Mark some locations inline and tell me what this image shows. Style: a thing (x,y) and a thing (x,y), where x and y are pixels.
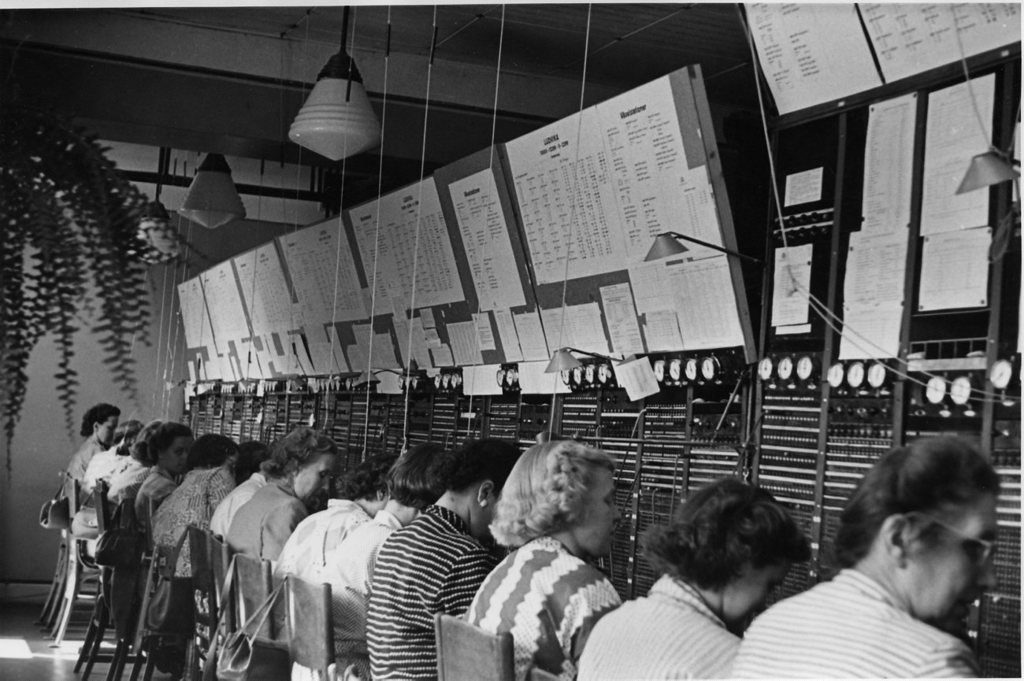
This is a black and white picture. In this picture, we see many people (566,535) are sitting on the chairs (450,654) and we see the handbags (263,646). In front of them, we see a wall (46,430) and the notice boards (592,303) on which many posters (588,245) are pasted. On the left side (100,180), we see a tree (107,276). At the top (326,108), we see the lights (223,178) and the ceiling (264,137) of the room (583,131).
